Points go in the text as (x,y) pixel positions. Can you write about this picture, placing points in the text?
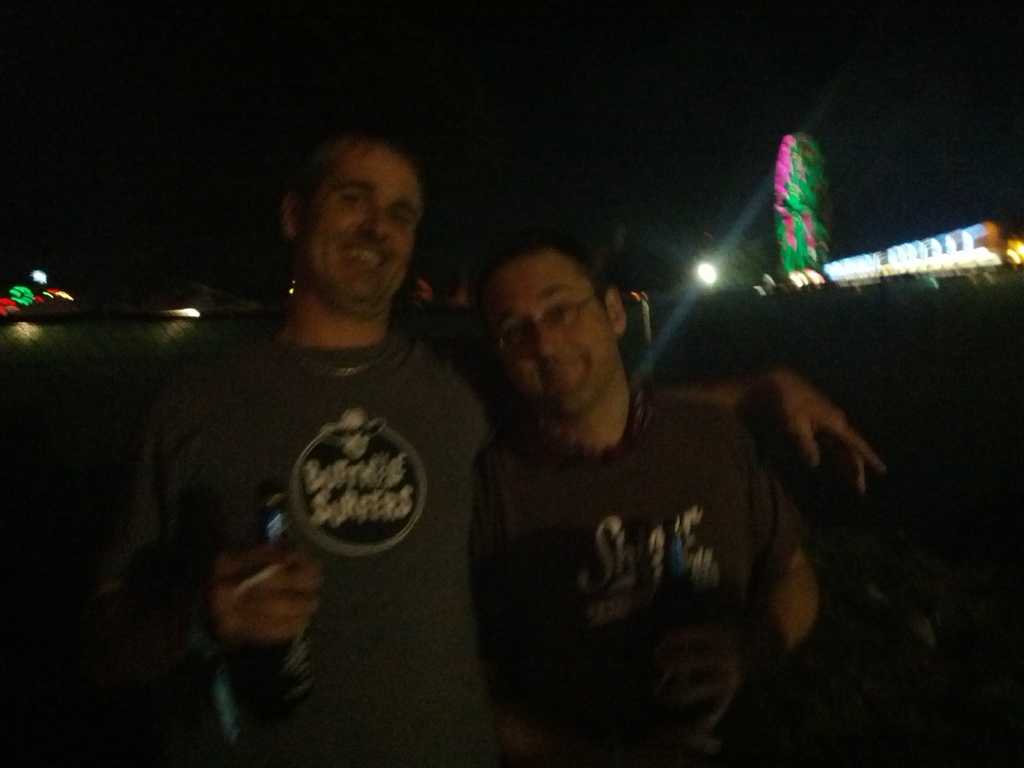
In this image, we can see two persons (711,389) wearing clothes (337,554).
